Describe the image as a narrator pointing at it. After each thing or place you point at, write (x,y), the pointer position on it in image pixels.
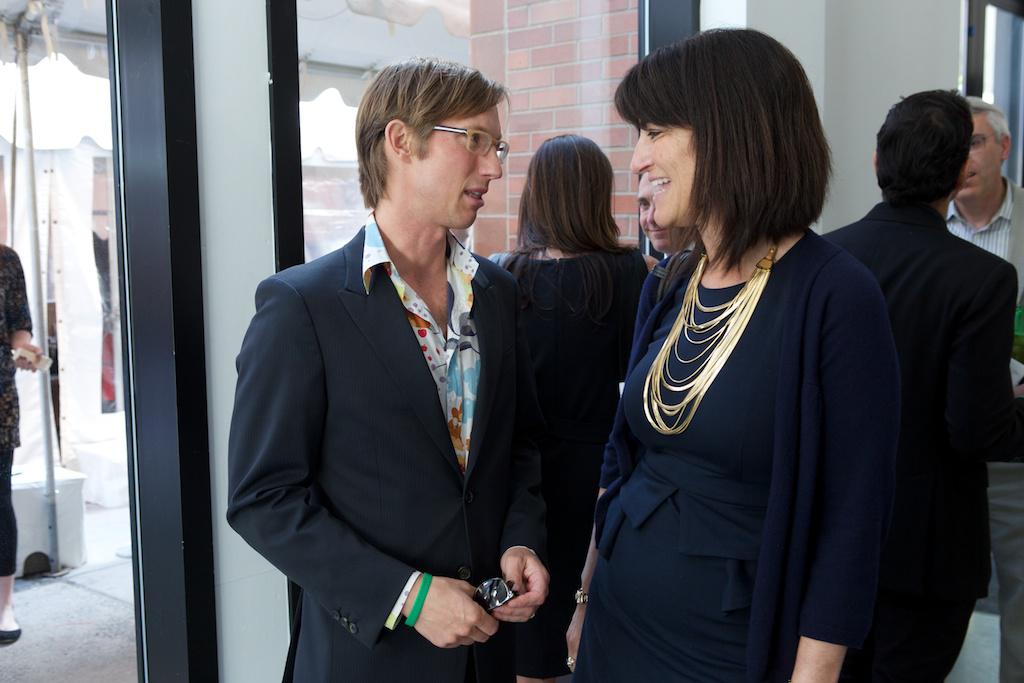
In this picture is inside view of a room (447,480). We can see some persons (731,439) are standing. On the left side of the image (33,260) there is a tent (61,39) and rod (24,132) are present. At the bottom of the image (81,615) floor (84,612) is there. At the top of the image (589,42) wall (603,33) is present.
